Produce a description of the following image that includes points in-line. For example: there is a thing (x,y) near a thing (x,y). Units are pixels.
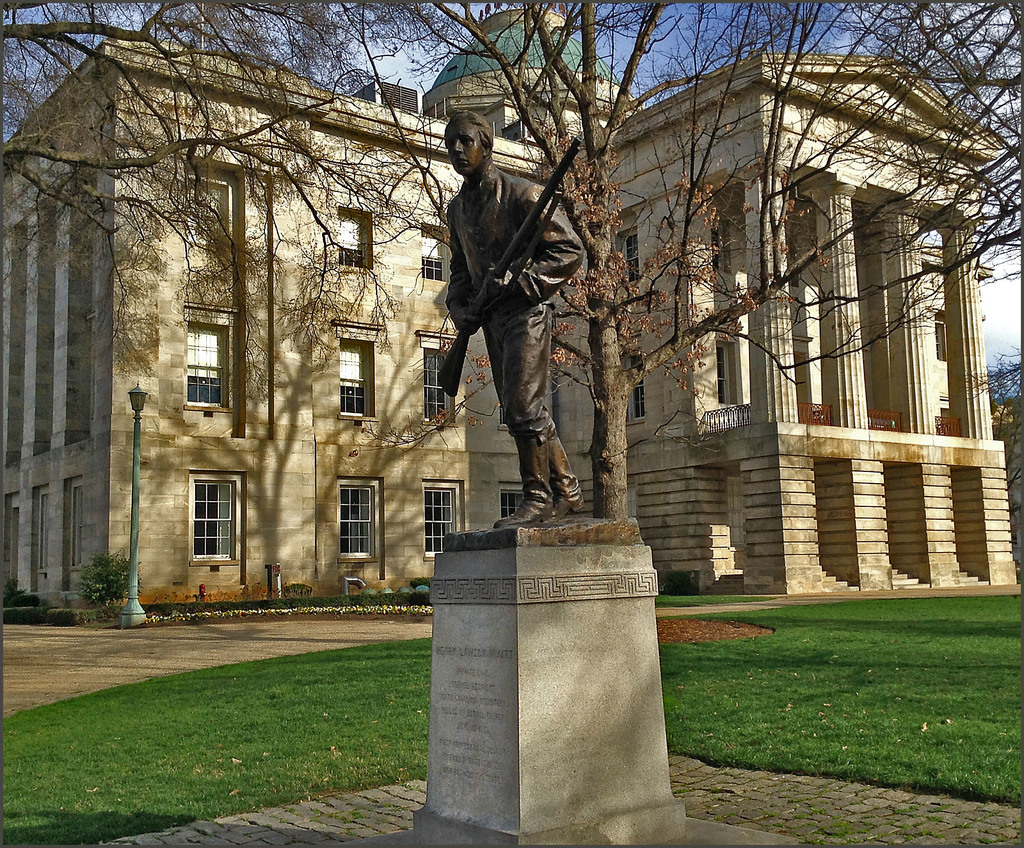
In the center of the image (503,304) we can see the statue (503,304). In the background (412,187) we can see the building (715,356), trees (701,265), light pole (138,397), plants (98,589), path (49,644) and also the grass (335,740). We can also see the sky (413,36).
